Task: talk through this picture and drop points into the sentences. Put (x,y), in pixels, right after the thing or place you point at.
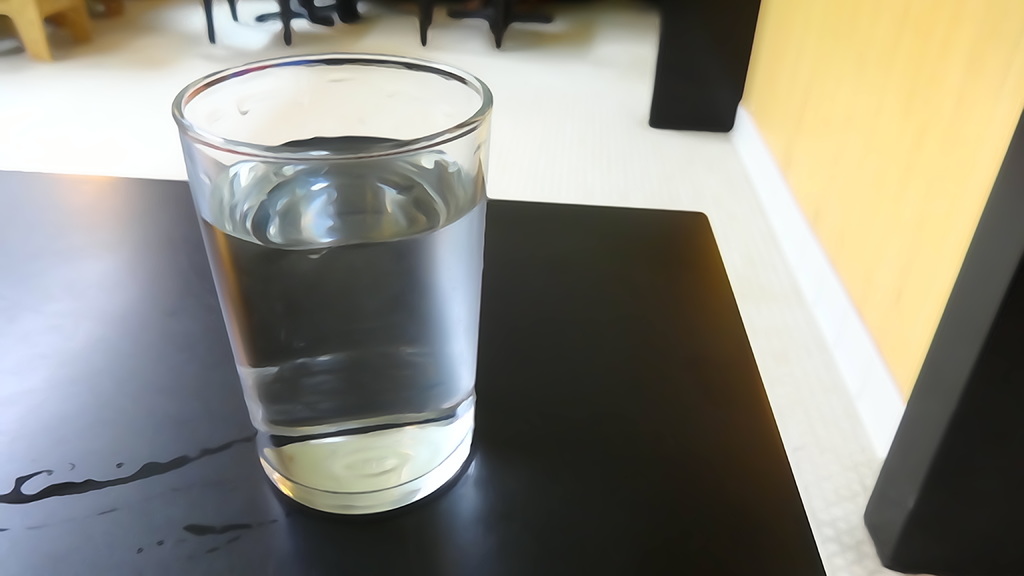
In this picture there is a table (478,436) towards the left (302,495), on the table (513,306) there is a glass (383,191) full of water (434,372). Towards the right (898,129) there is a wall (894,214) and two pillars (726,100).
